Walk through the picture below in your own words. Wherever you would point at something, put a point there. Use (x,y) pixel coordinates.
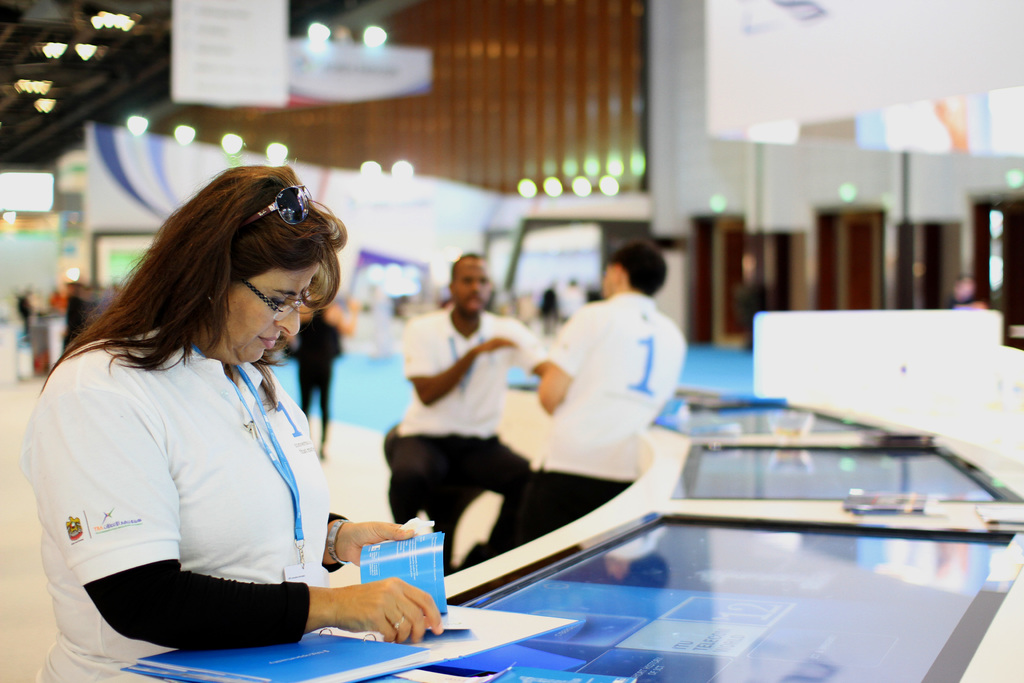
In this image we can see a few people (481,423), in front of them, we can see a table (697,410) with some objects (293,671) on it, there are lights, pillars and some other objects (719,112), also we can see the wall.
